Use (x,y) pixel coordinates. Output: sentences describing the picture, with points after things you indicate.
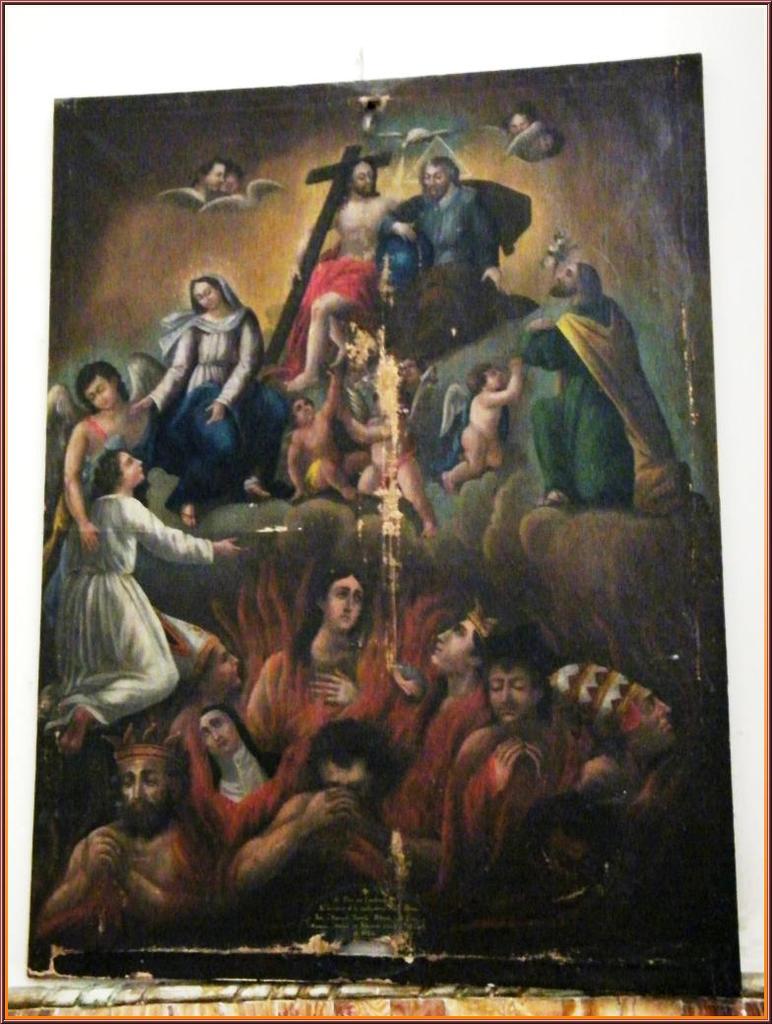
In this picture I can observe a painting (317,307). There are some people (184,485) in this picture. I can observe cross (338,166) on the top of the picture (348,158).
